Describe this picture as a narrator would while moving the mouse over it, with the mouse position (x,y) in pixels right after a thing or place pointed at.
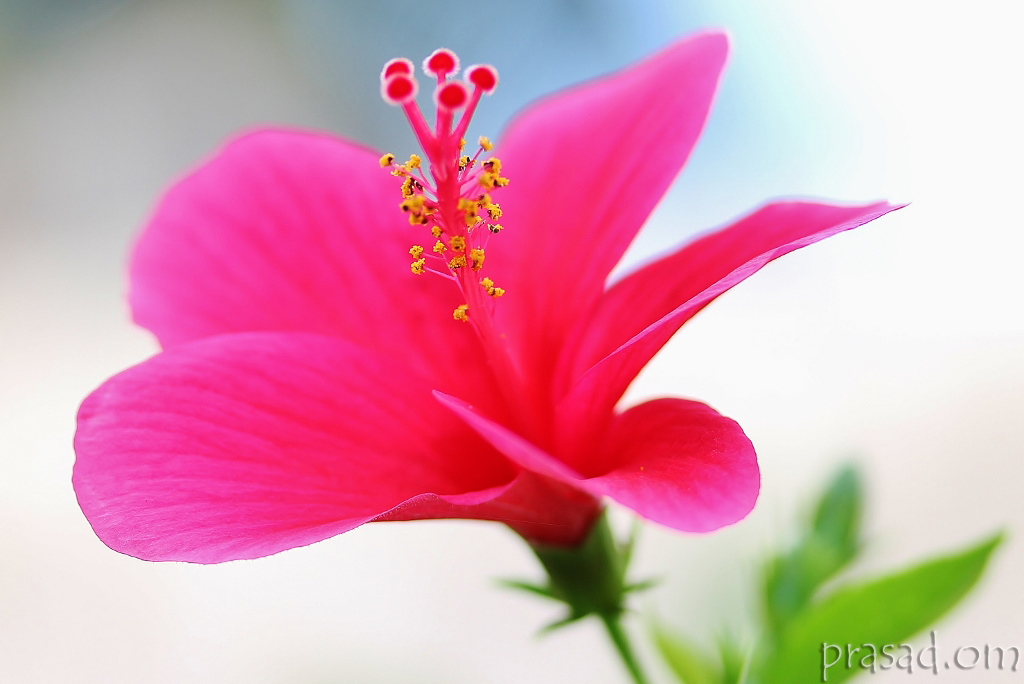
By seeing this image we can say a photograph of the flower (370,454) was taken. Flower (336,394) is having two colors pink and yellow, the leaves (903,587) are green in color. A text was written on the image.
